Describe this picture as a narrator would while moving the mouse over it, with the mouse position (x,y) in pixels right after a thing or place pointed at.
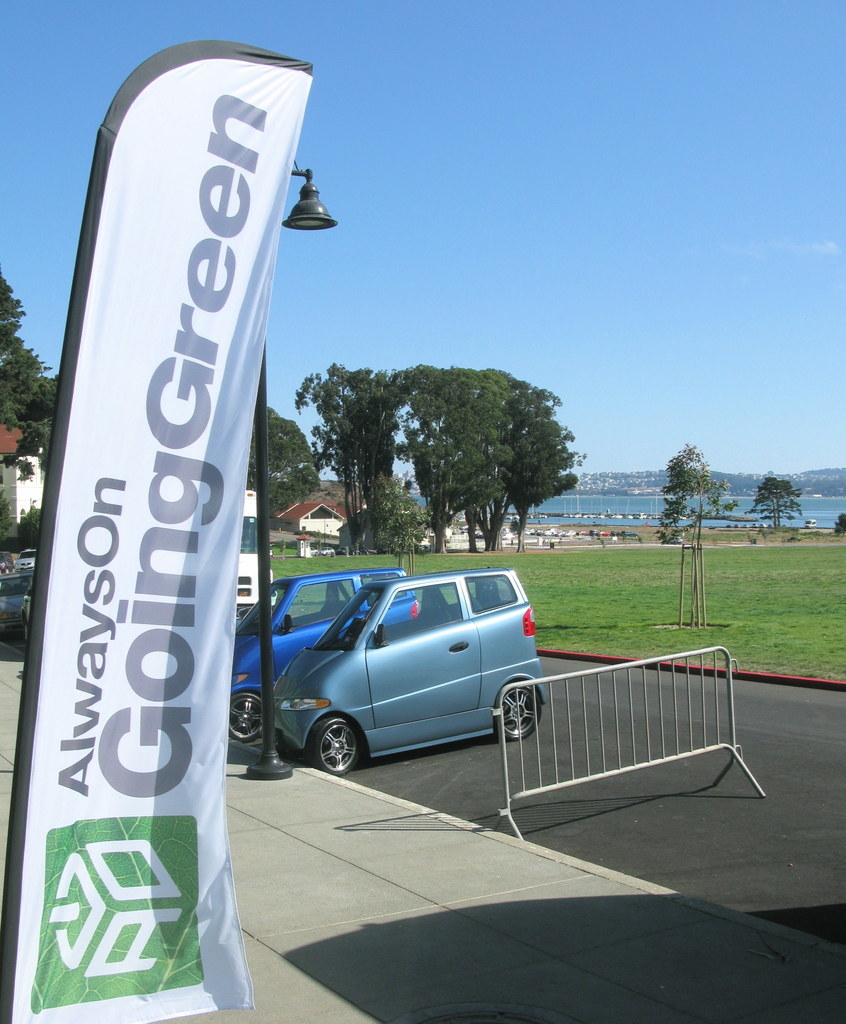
In this picture I can see there is a flag (226,643) and there are cars (386,624), trees (427,474), rivers (585,507), mountains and the sky (581,187) is clear.
